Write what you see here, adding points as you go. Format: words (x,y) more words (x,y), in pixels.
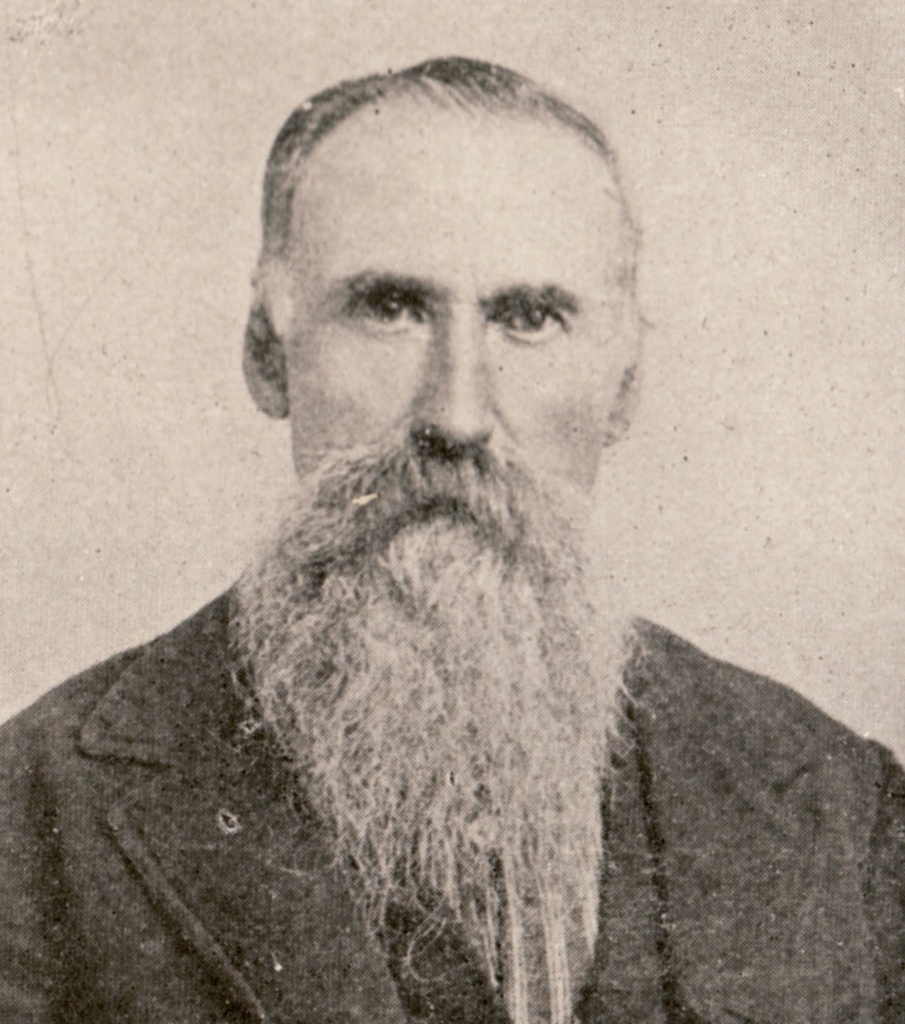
It is a black and white image. in this image we can see a person (447,586) with beard (448,683).
